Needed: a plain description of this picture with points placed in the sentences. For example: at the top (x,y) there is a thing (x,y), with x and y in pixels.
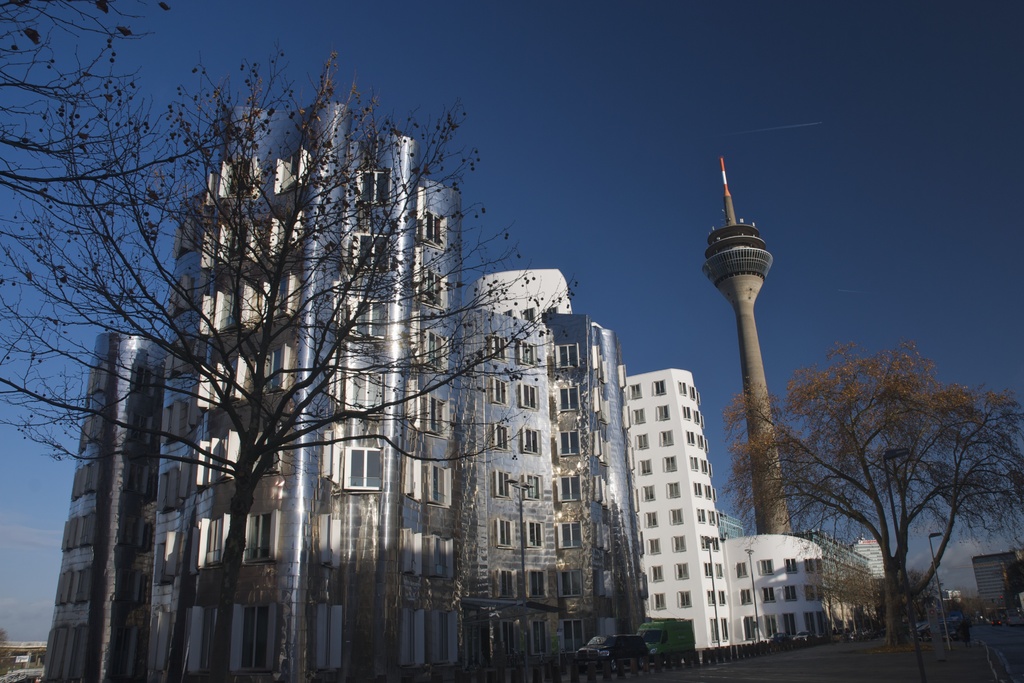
In the center of the image (641,433) we can see a buildings (447,476), trees (248,470), tower (764,522) are present. At the bottom of the image (806,647) we can see trucks (628,644), road (867,655), pole (933,552) are there. At the top of the image (922,163) sky (950,158) is there.
